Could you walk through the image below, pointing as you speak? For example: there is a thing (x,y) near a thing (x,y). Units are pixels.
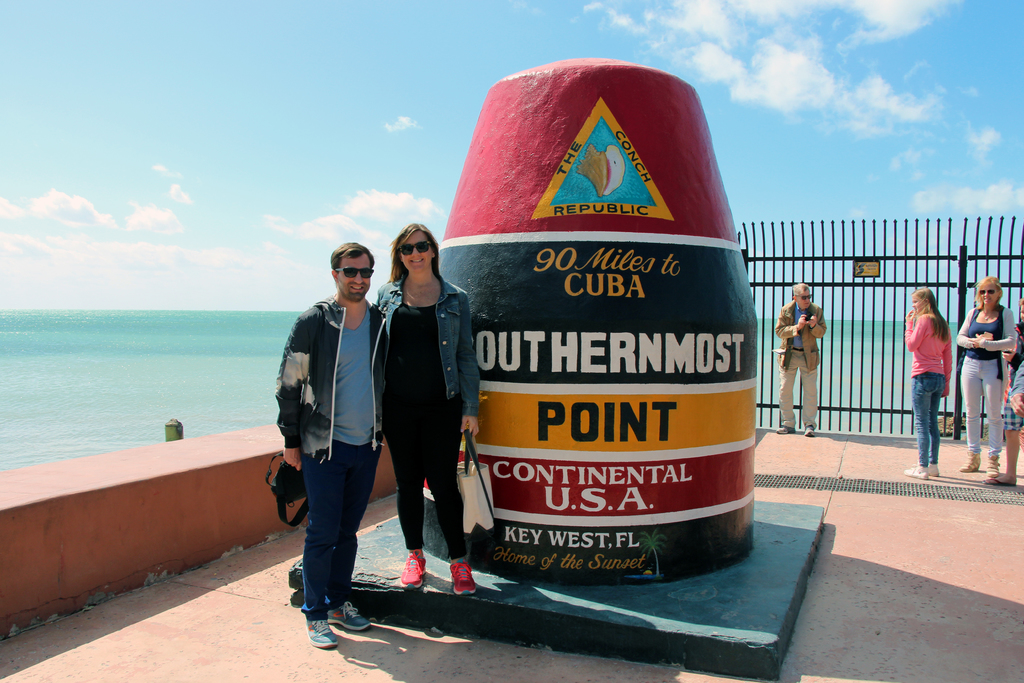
In this image in front (428,388) there are two persons (437,341) standing beside the landmark (603,264). On the right side of the image (990,415) there are few persons (975,453) standing on the floor (962,525). Behind them there is a metal fence (894,357). In the background of the image (202,365) there are water (113,360) and sky (191,125).
